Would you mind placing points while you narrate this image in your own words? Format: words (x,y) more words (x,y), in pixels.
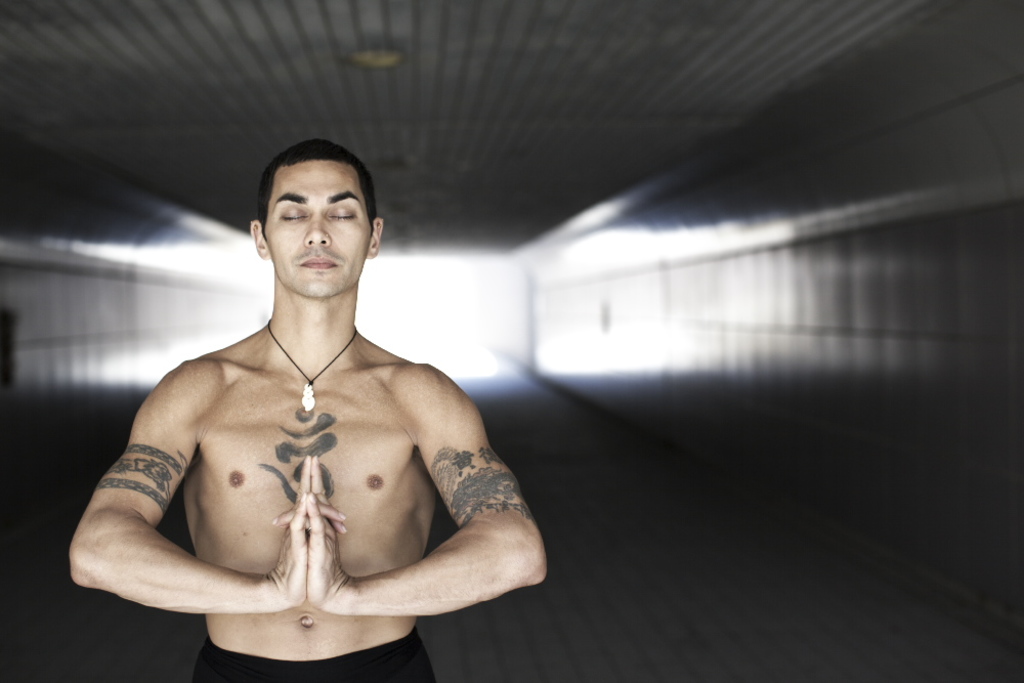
In this image we can see a man (177,575) standing. In the background (639,367) there is a wall (563,271).
